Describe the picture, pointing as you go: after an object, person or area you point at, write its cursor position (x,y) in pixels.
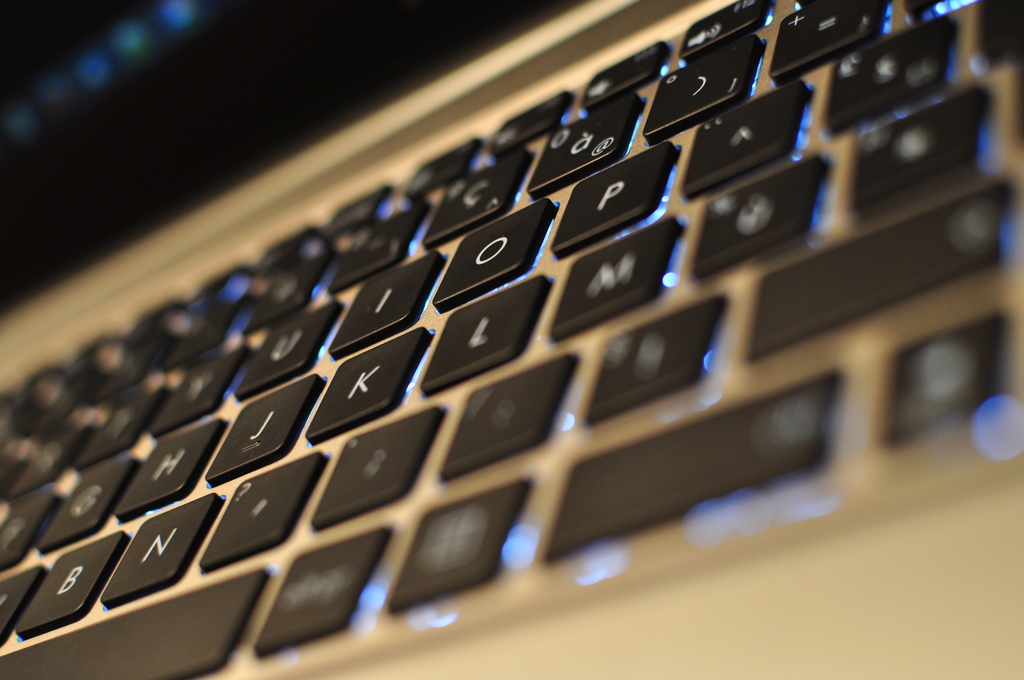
By seeing this image we can say it is a laptop (141,157). On the right hand side (921,129) we can see some keys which are in black. In middle of the image (403,300) we can see some keys (385,309) like i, o (475,280), p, j (264,449), k (358,403), l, m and n (168,551). On left hand side (136,561) we can see some keys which are in black.
